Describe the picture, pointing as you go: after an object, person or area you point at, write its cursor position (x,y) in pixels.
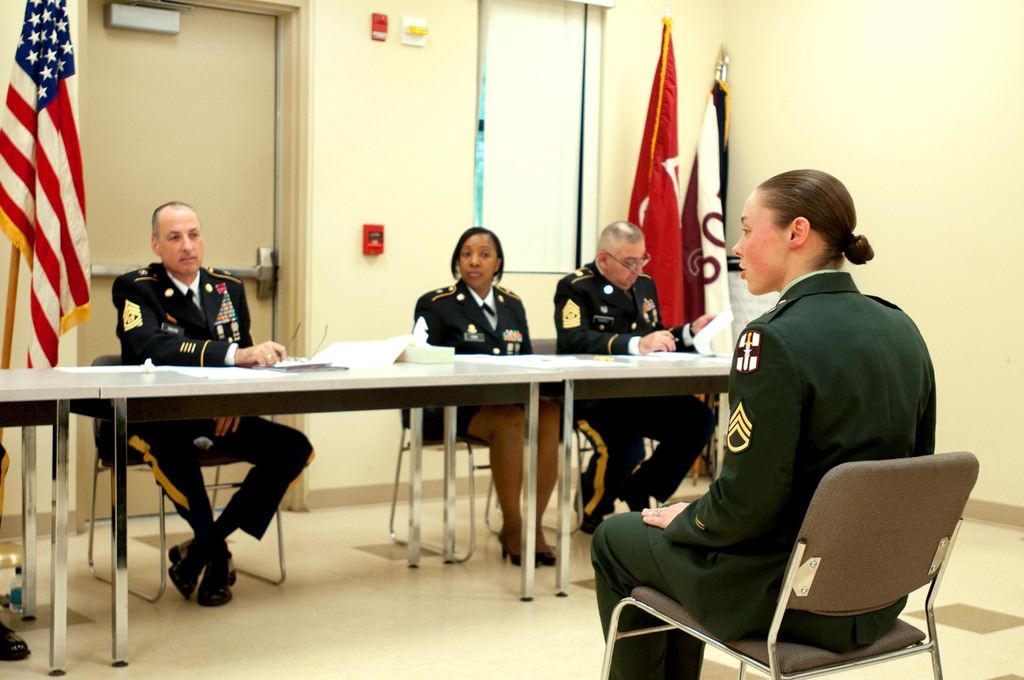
In this image, There is a big table (74,381) which is in white color, there are some people (517,333) sitting on the chairs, In front of the table (562,484) there a woman (797,450) sitting on the gray color chair (849,519), In the background (712,153) there are some flags (673,165) and there is a door (213,117) which is in brown color and there is a wall (391,157) which is in white color.
